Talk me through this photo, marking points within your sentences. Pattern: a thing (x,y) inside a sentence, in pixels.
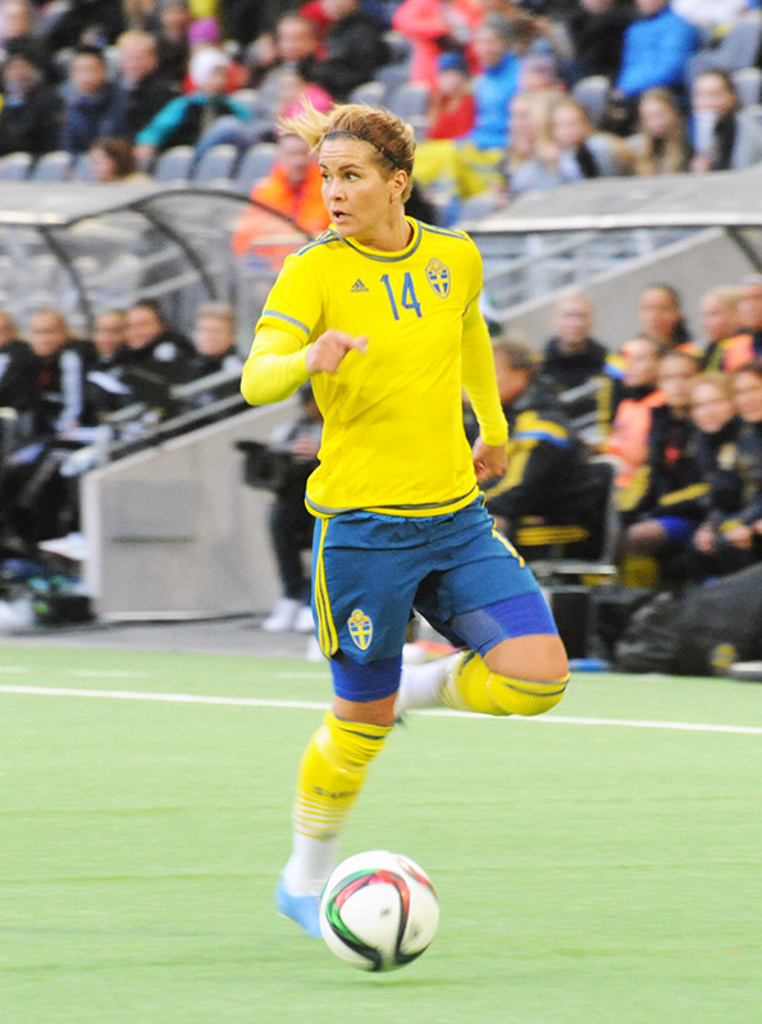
In this image we can see a woman (367,271) running on the ground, and here is the ball (374,871), and at back (674,490) a group of people (570,339) are sitting.
